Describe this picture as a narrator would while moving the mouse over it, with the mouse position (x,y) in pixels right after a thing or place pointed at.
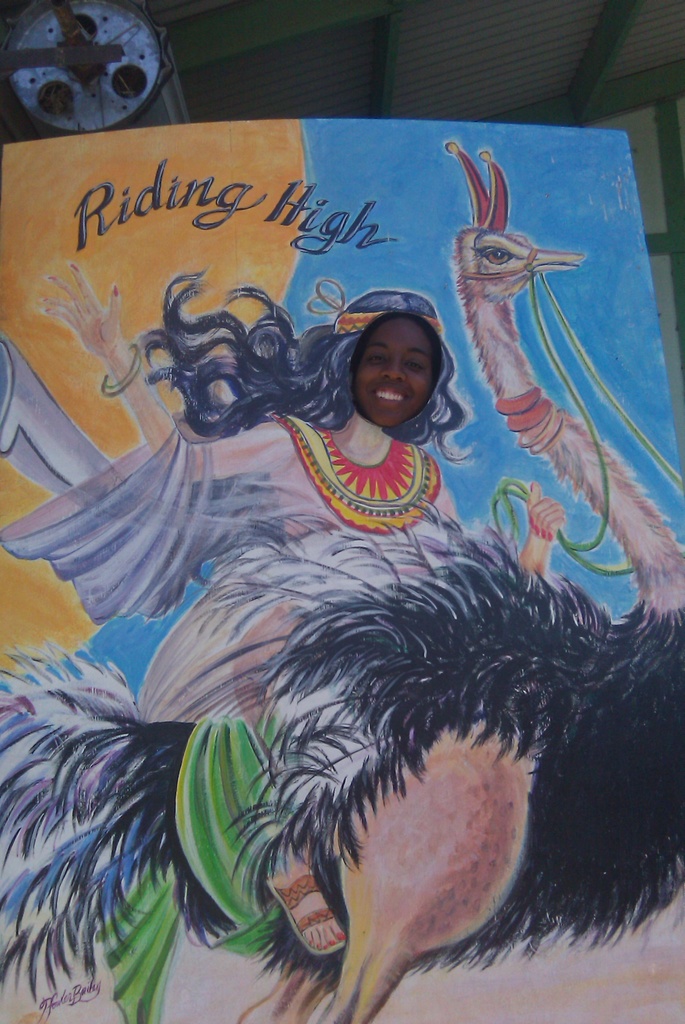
In this picture there is poster (250,212) of the girl (328,414) riding the black color ostrich bird (508,667). Above there is a small quote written on the poster (251,262).
